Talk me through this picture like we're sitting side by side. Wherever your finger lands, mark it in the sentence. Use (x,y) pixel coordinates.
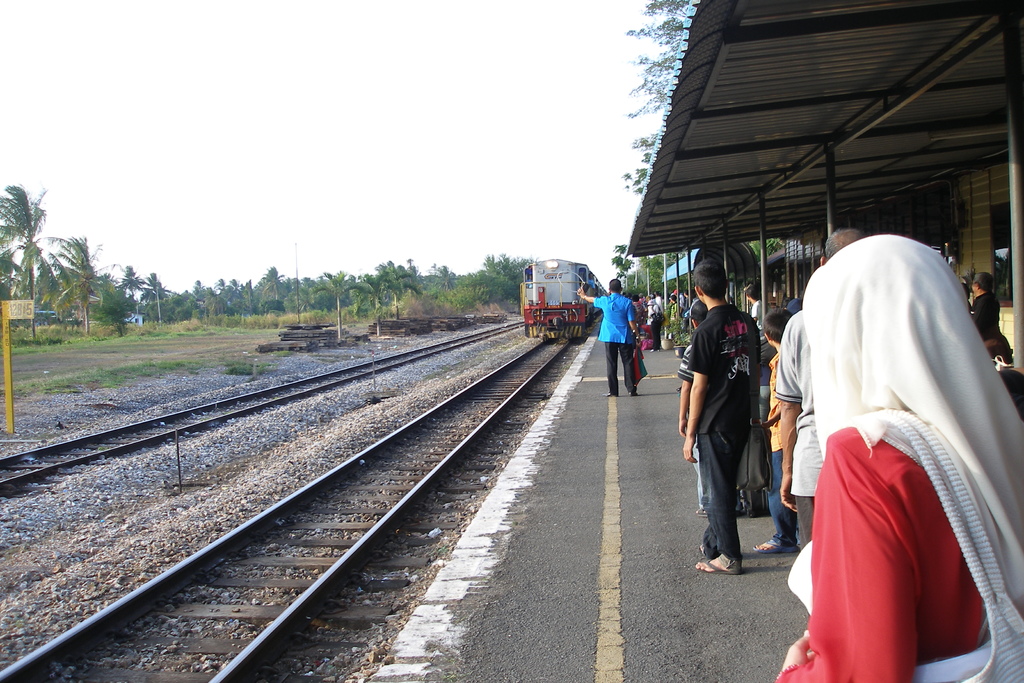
In this image on the right side (735,396) there are persons (716,361) standing and there is a shelter (809,213) and on top of the shelter (700,118) there are leaves (652,74). In the center (551,310) there is a train (551,311) running on the railway track (451,430). On the left side (336,294) there are trees (329,306) and there is a railway track (220,408) and on the ground (70,368) there are stones (103,466) and there's grass (83,373) on the ground (88,364).
